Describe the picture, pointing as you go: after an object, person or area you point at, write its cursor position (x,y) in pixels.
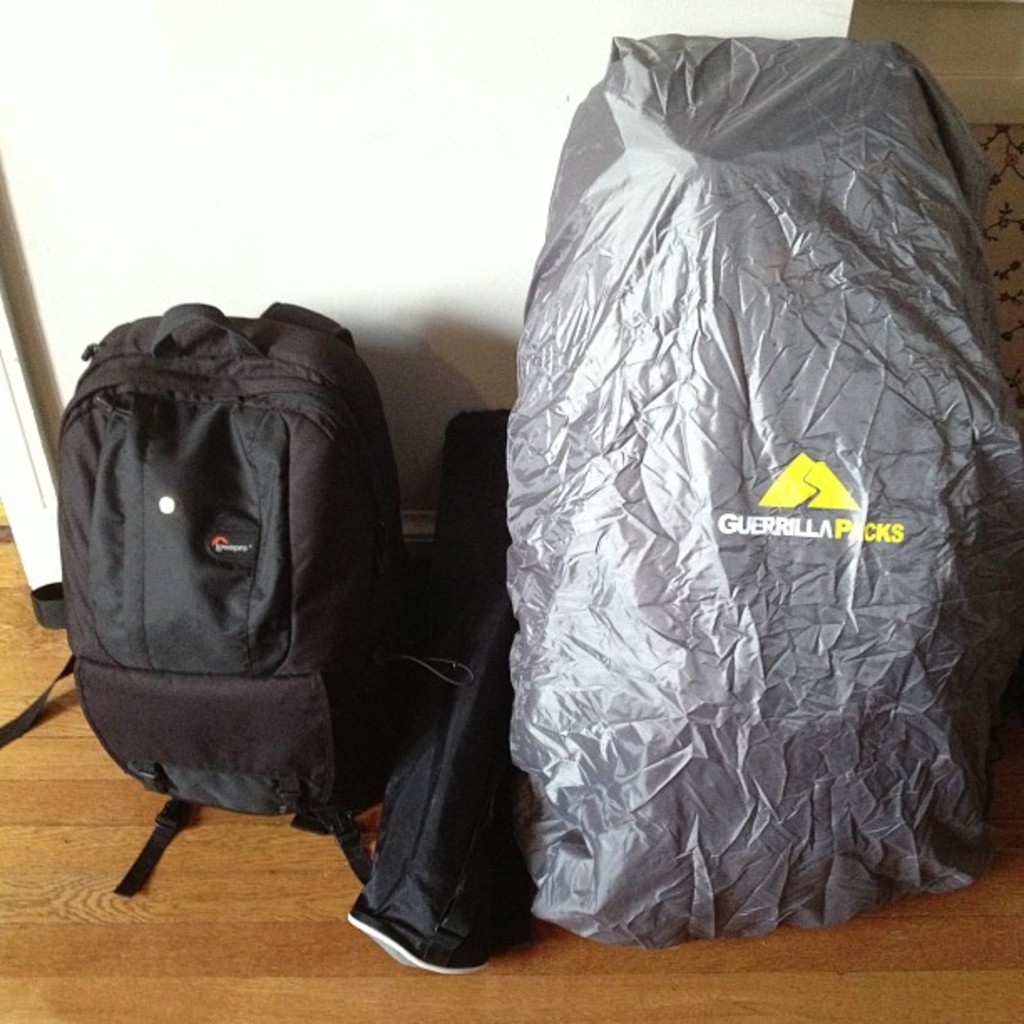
There is a black bag (200,553) and another gray color cover (695,492) is on the floor (112,912). In the background (393,160) there is a wall (230,100).
